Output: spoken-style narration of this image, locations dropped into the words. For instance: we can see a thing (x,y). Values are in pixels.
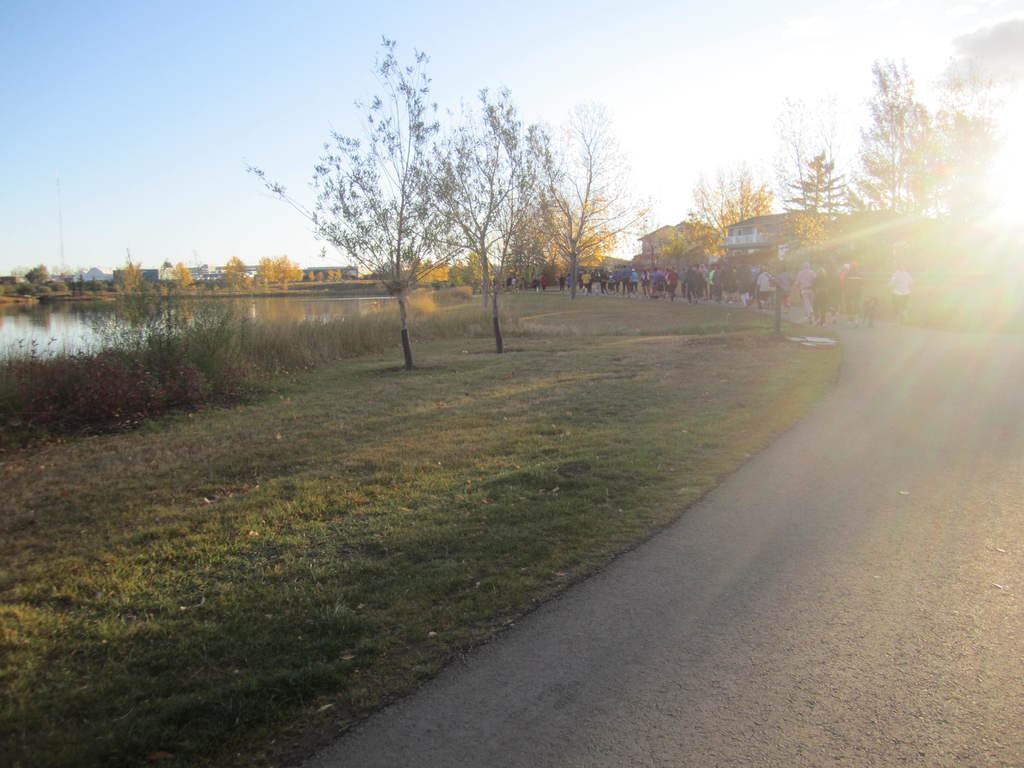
In the image there are many people (826,295) jogging on the road (878,323) and the sun rays (877,284) are falling on the road (817,503), on the left side (330,684) there is a grass surface (534,441), trees (477,257) and behind the trees (392,285) there is water surface (34,318) and on the right side of the road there are houses (826,217) and trees (811,209).
